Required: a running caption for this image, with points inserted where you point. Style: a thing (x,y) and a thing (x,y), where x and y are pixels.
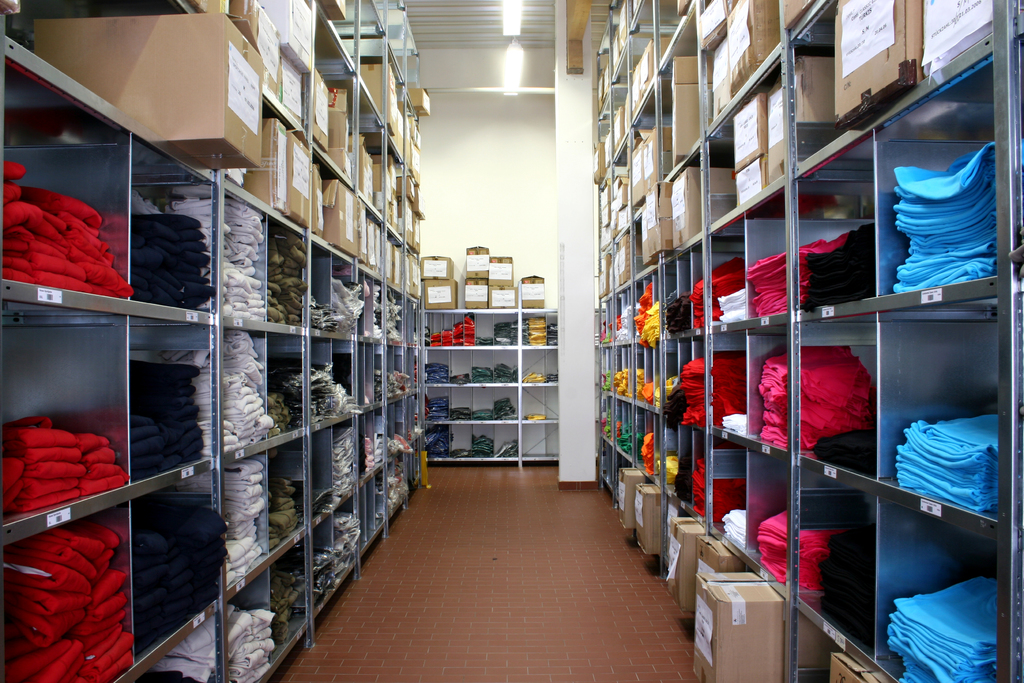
In this image I can see clothes (754,304) and cartons (770,6) in the shelves (804,200). There are lights (509,62) at the top (509,22).
